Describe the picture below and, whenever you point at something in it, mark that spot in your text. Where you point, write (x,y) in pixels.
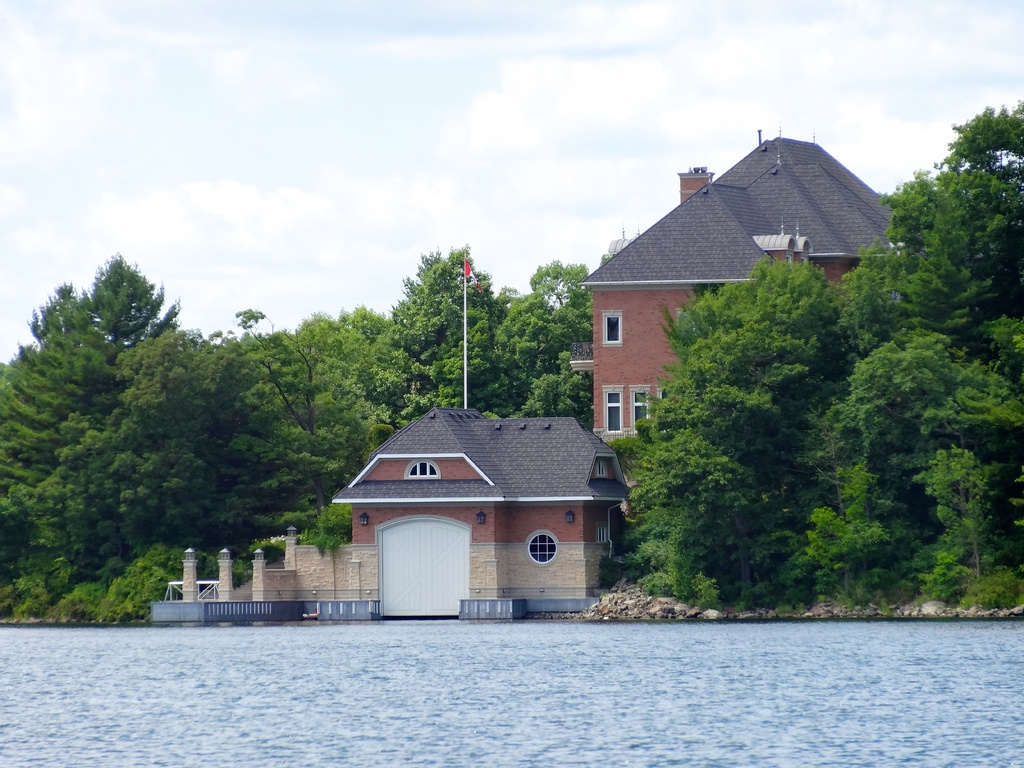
In the bottom of the image (991,632) there is water (299,709). In the middle of the image (595,406) there are some buildings (615,407) and trees (74,394) and poles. At the top of the image (519,246) there are some clouds (18,40) and sky (72,219).
